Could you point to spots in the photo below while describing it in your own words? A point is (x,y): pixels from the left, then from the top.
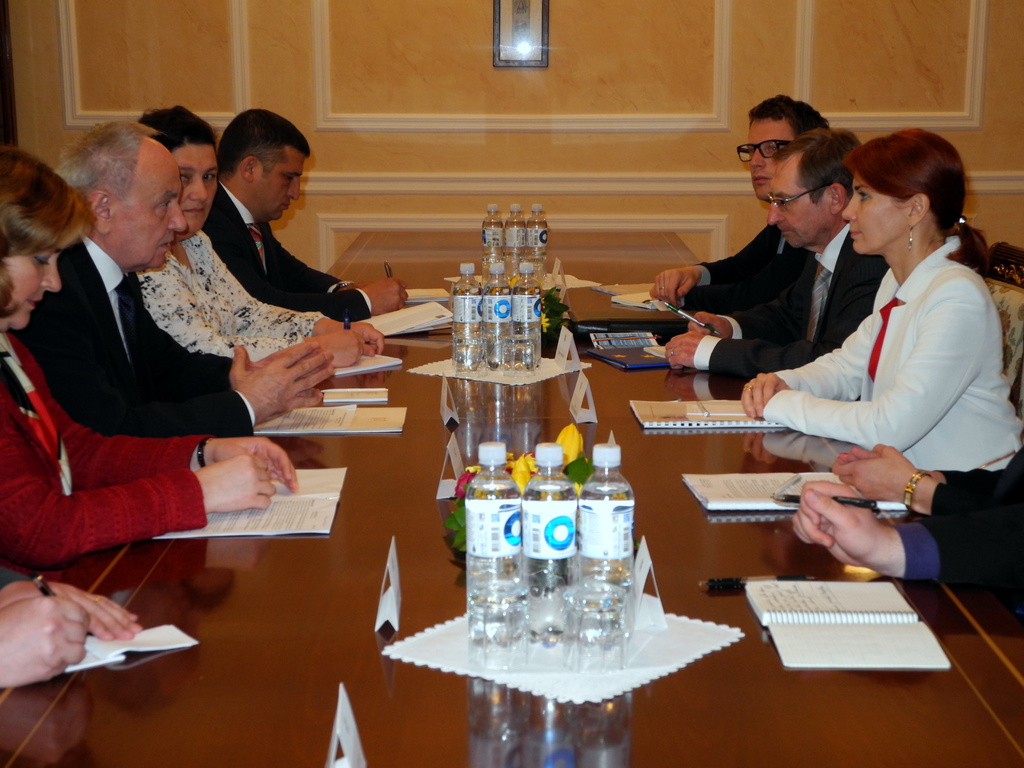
In this image there are nine members (787,308) sitting in conference hall (365,594). There is a table (338,666), on the table (443,340) there have bottles (551,572), cloth (583,672), book (832,629), pen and the person (868,522) is holding a pen (872,503). At the background (596,99) there is a wall (425,118) and frame (534,48) is attached to it.
